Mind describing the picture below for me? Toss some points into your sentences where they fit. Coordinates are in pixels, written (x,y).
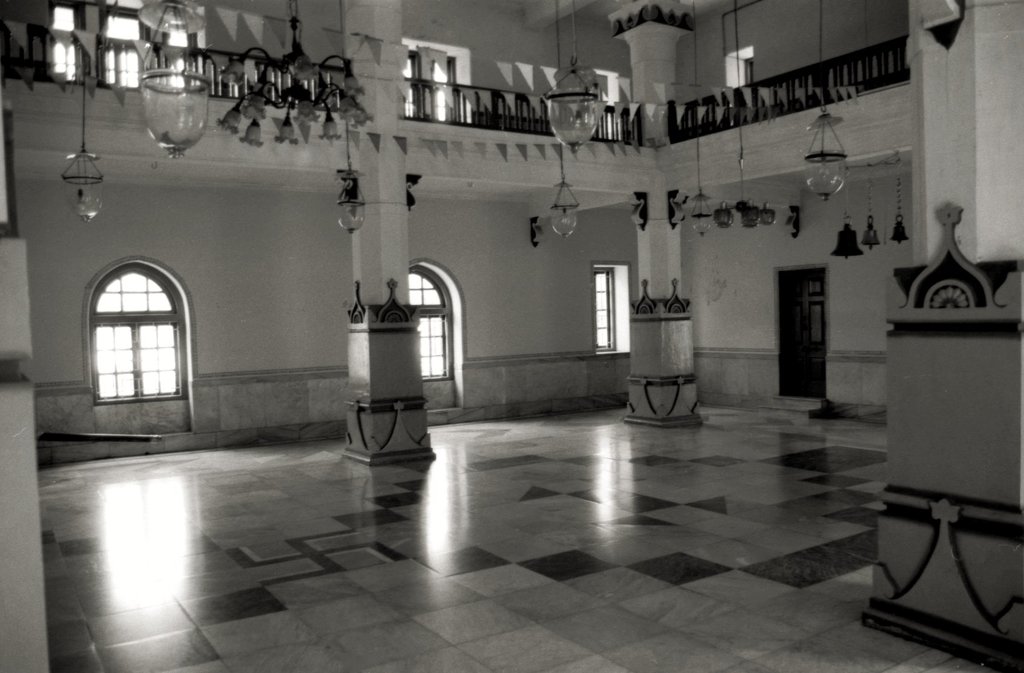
In this image we can see an inside view of the building (259,328), there are some windows (122,317) and a door (798,325) at the right (798,352), there are some lights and bells (845,242) hanged to the roof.
